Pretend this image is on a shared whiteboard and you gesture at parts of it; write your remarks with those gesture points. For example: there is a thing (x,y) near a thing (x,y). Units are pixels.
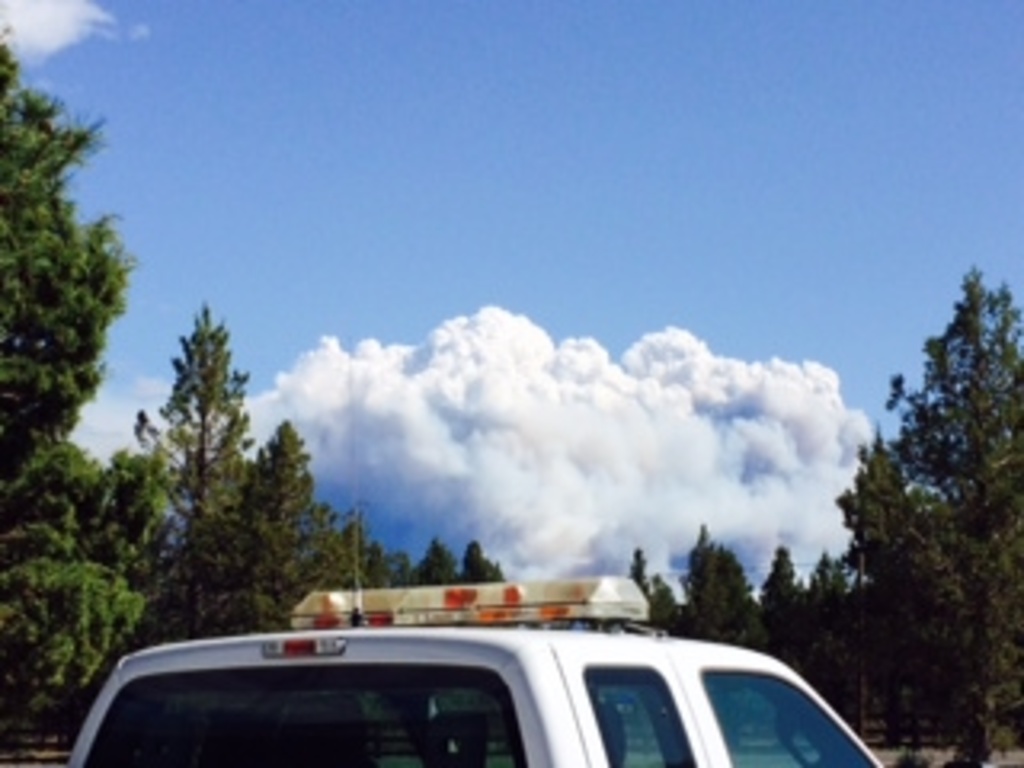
In the picture I can see a white color vehicle (519,719). In the background (419,576) I can see trees (304,557) and the sky (504,283).
